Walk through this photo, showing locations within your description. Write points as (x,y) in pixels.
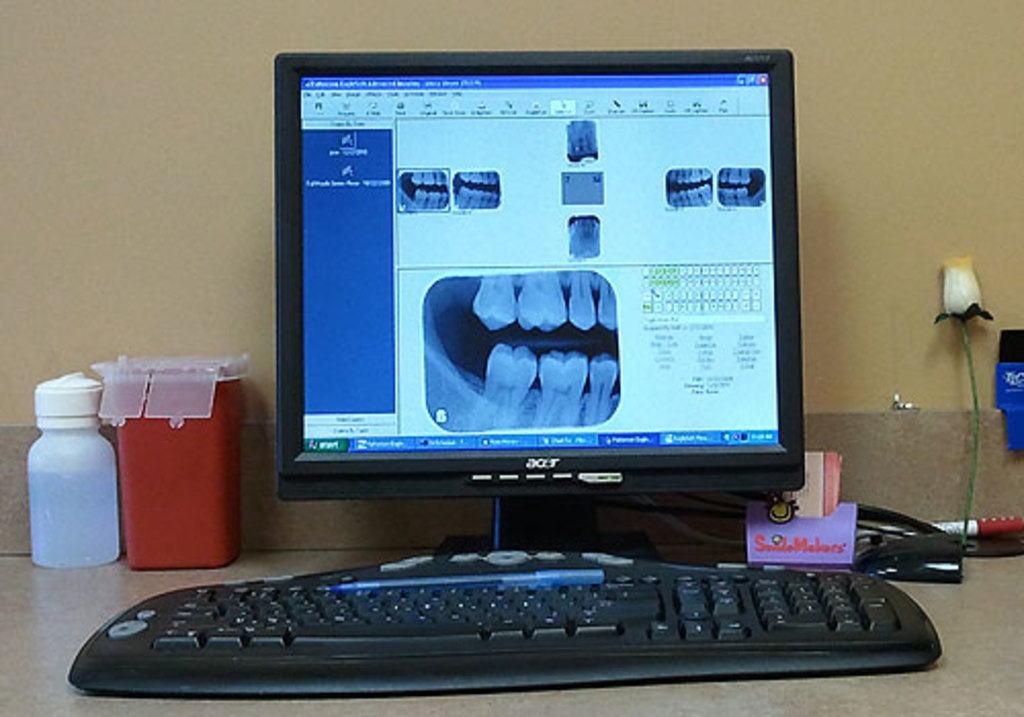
On a surface (406,705) there is a monitor (504,383), keyboard (856,624), bottle (114,546), a red box (165,526), a plastic flower (969,309) and other objects (798,533). There is a wall (169,127) at the back (240,61).
